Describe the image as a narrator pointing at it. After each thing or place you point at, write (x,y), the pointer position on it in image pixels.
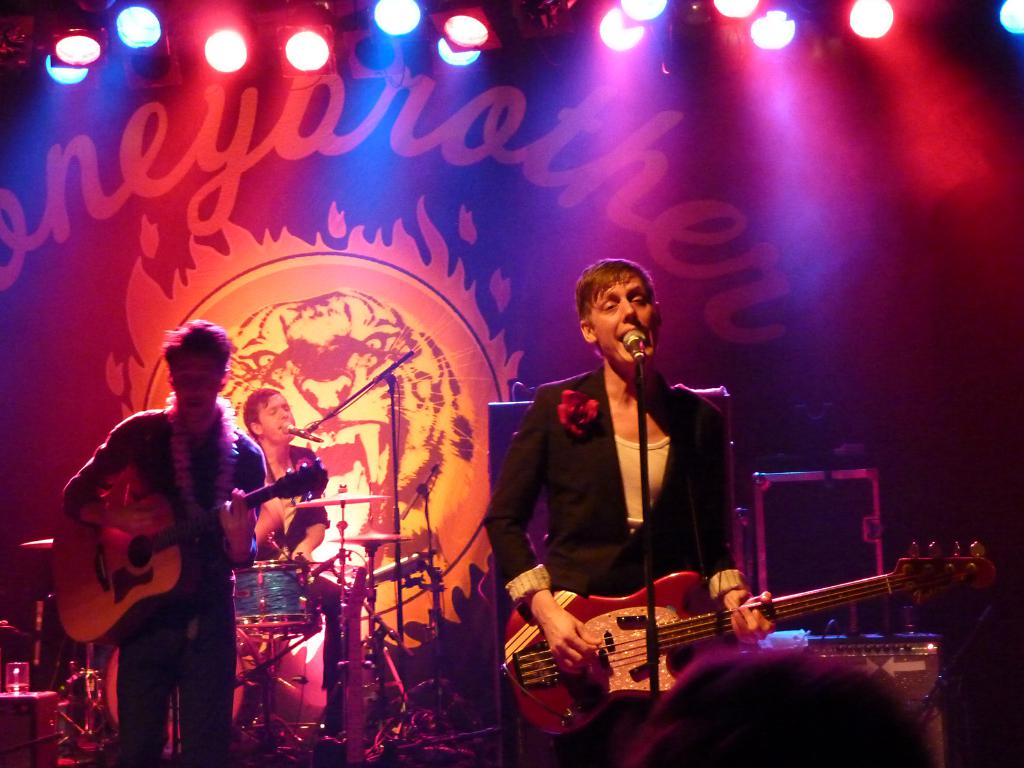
In this picture, here we see 3 men (554,563) who are looking like singing. Here the right person (552,582) is holding the guitar (714,614) and he is singing behind a microphone (642,337). In the center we have a person (285,538) sitting and playing drums (304,505). At the left (44,733) we have small stool (45,729) on which glass of water (20,673) is present. This seems like audience head (835,740). And it is like musical concert.
